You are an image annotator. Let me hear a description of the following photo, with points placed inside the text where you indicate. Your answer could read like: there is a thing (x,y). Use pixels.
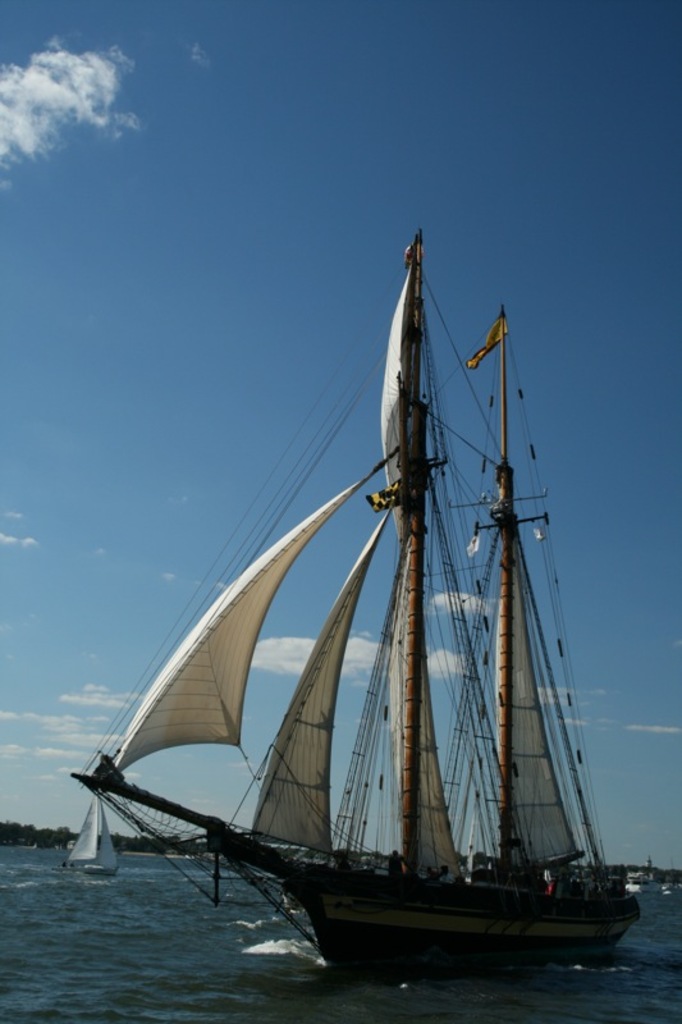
In this picture we can observe a ship (420,897) sailing on the water (233,945). We can observe white color sailing cloths (425,715). In the background (106,836) there are some ships (642,884). We can observe trees (33,842) and a sky (172,225) with clouds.
